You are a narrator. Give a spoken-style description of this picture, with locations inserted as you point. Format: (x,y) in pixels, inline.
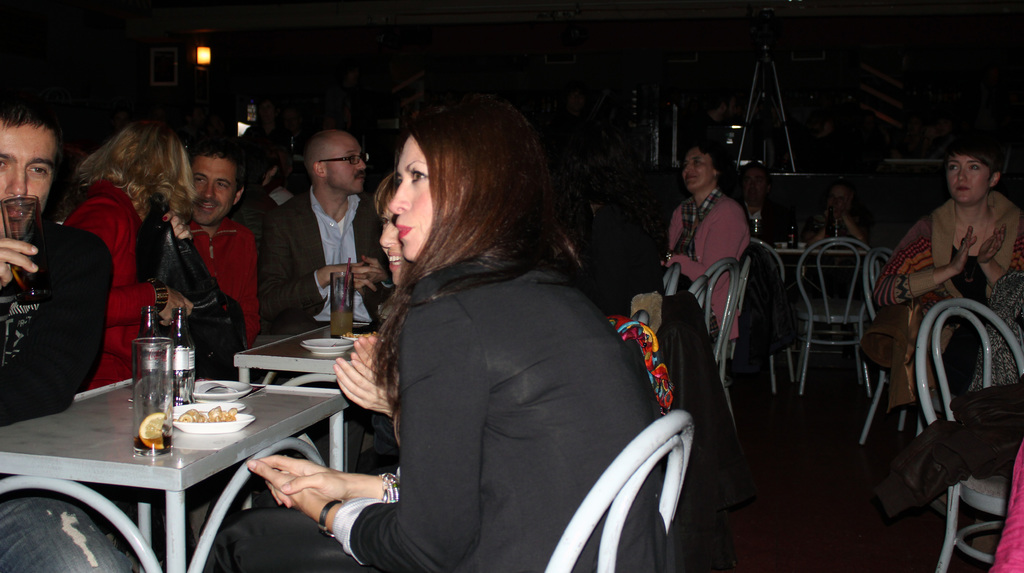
People (1021,256) are sitting on chairs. In-front of them there are tables (261,437). Above these tables (778,252) there are bottles (194,362), glasses (330,322), plates (332,343) and food (221,420). This person (24,313) is holding a glass (16,234). Background (832,45) it is dark. Picture (170,75) is on the wall (139,52). Far there is a light (201,48). On these chairs (977,490) there are jackets (672,350).
